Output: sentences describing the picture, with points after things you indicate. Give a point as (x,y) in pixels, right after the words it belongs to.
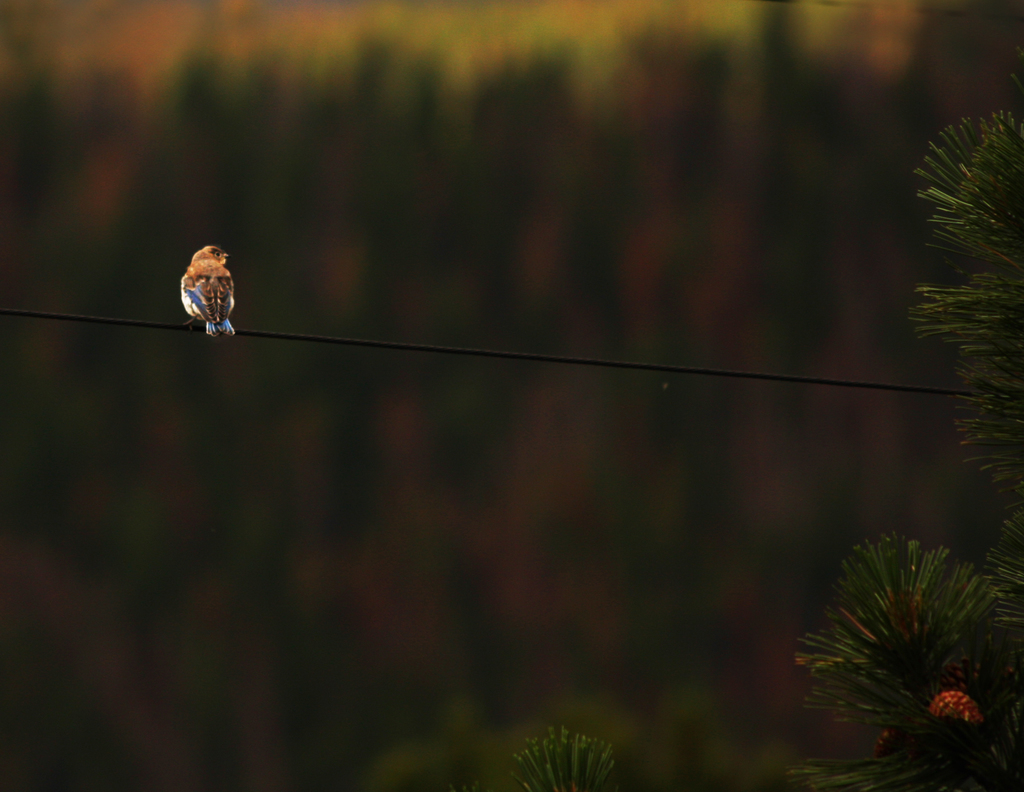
In this image we can see a bird (200,310) on cable (429,350). In the background (553,713), we can see some trees (905,495).
